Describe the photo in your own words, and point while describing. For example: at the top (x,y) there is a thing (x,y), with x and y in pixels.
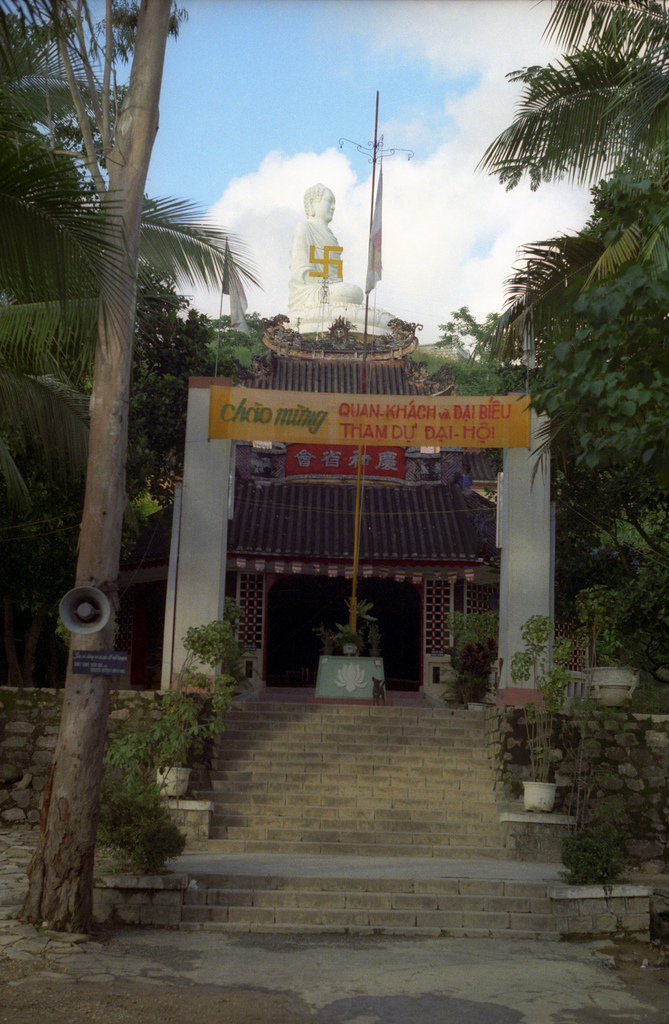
In this image we can see some stairs (351,832), stone wall (609,752) and temple (327,553), there are some trees (121,479) on left (66,251) and right side of the image (579,358) and in the background of the image (301,257) there is a statue (302,285), some flags (243,302) and cloudy sky (353,111).
